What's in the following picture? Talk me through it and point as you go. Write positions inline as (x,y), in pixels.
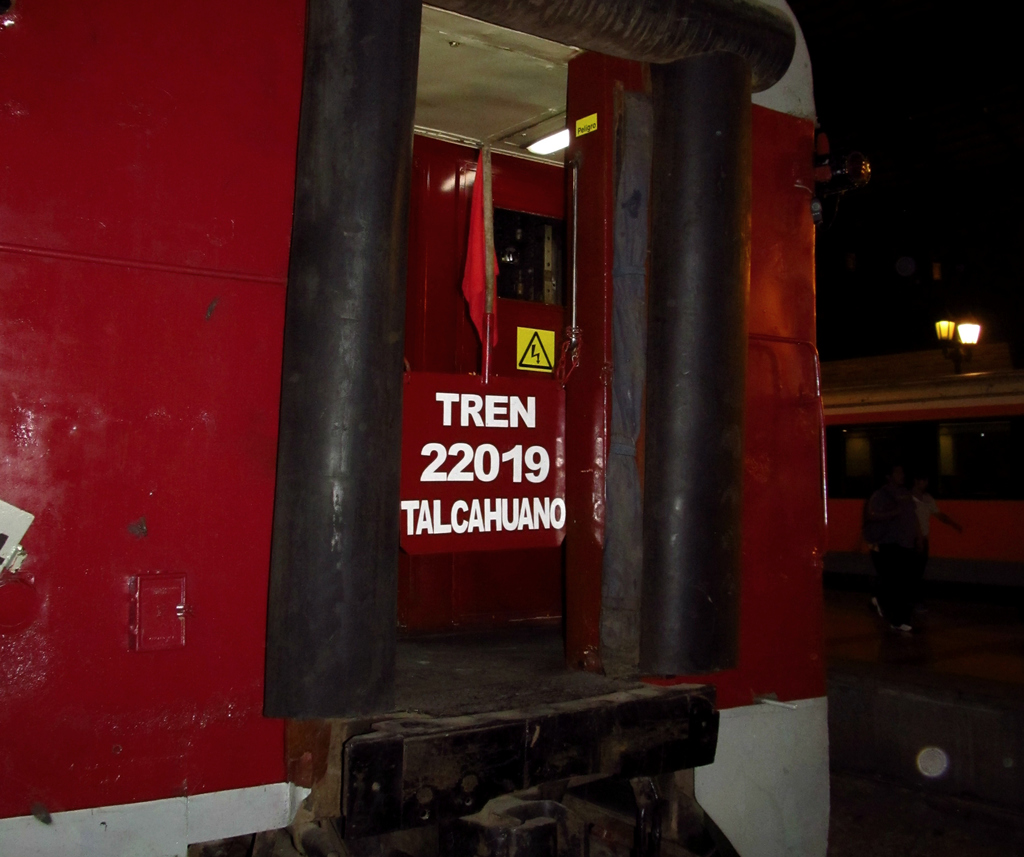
In this image we can see there are trains (710,375) and lights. There are people (901,522). In the background (915,185) it is dark.
